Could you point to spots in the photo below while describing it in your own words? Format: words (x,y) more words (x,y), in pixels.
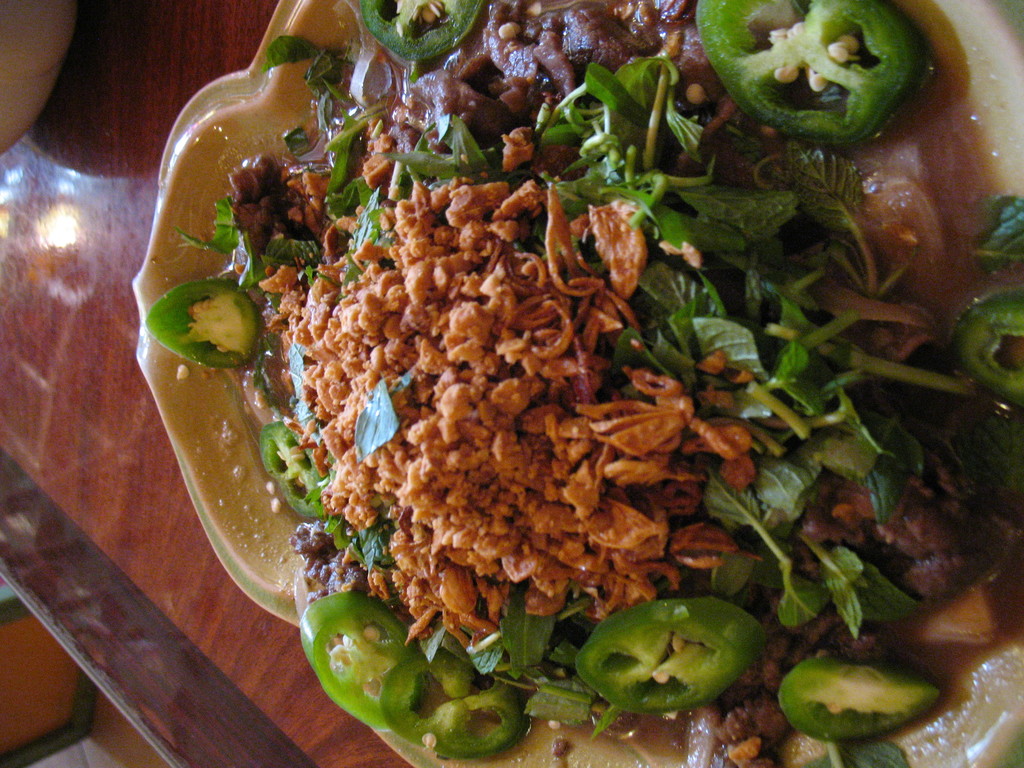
In this image I can see a food (462,287) in the plate (239,385). Food (484,624) is in brown and green color. Food (342,337) is on the brown table (109,395).
